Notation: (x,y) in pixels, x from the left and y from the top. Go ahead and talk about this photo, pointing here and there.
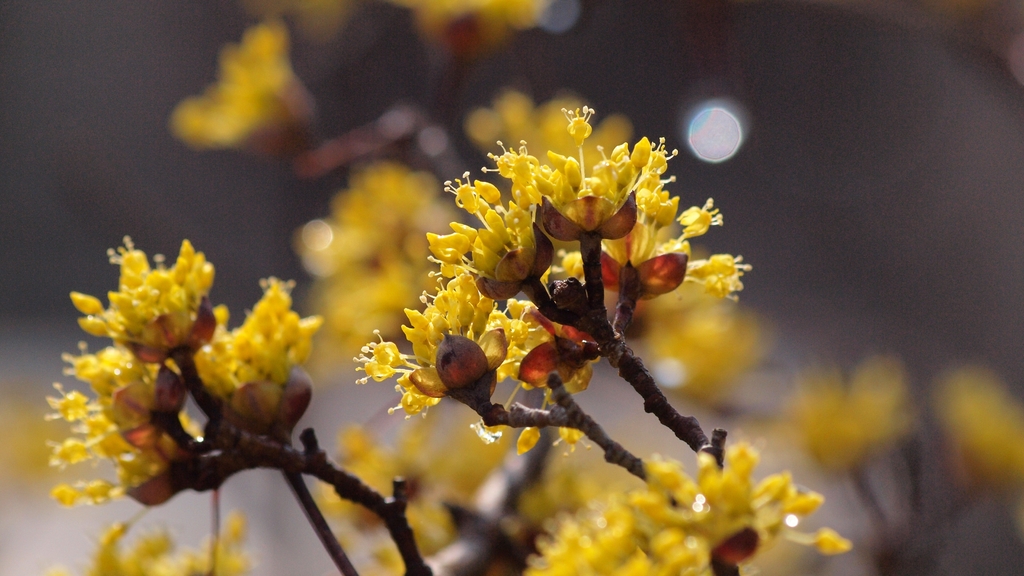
In this picture there is a yellow color flower plant (441,338) in the front (609,570). Behind there is a blur background (94,531).
